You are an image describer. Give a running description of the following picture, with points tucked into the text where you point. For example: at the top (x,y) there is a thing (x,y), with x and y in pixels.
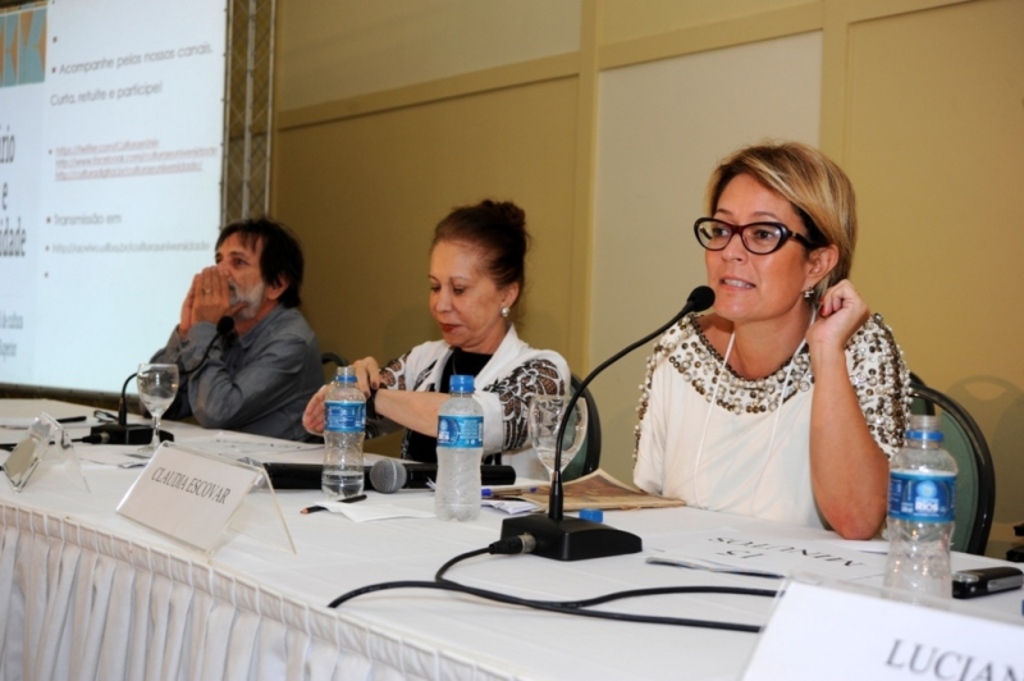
This image is clicked in a conference. In this image, there are three persons (384,398) sitting in front of the table (172,427). On the table (118,465) there are bottles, mics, name plates (189,518) and a white cloth (234,593). In the background (218,73), there is screen (156,134) and wall (555,95). To the right (794,356), the woman (772,425) is wearing white dress (746,426). To the left (204,422), the man (214,374) is wearing gray shirt (243,387).
